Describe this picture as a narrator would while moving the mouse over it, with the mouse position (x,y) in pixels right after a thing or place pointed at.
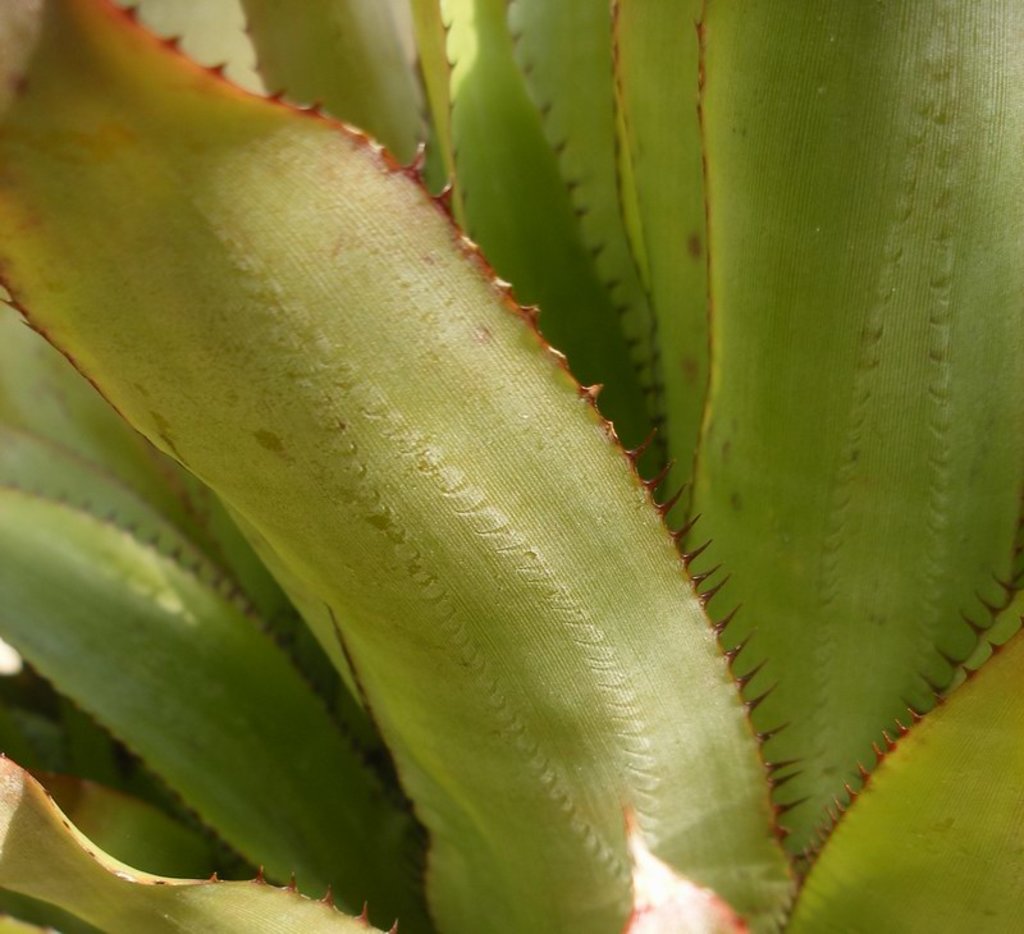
In this picture there are leaves (553,728) in the image, on which there are thorns (695,585) from sides.
